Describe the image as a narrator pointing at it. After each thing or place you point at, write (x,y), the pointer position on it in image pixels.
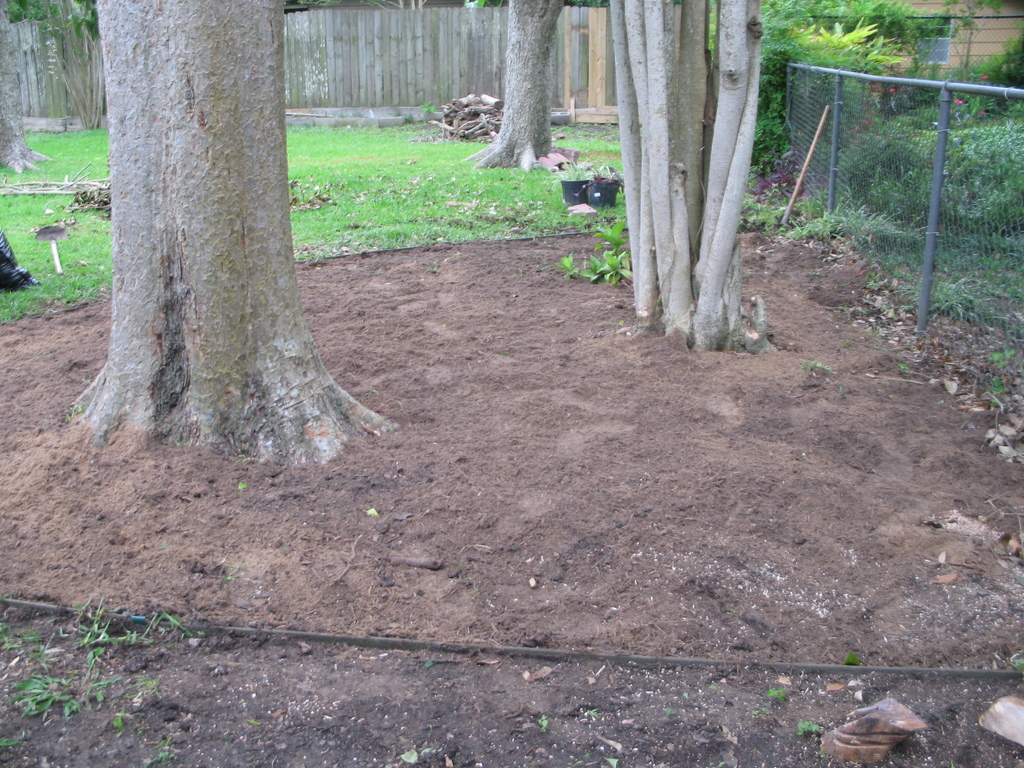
In this image we can see barks (660,81) of a tree (671,87) and grassy land (384,194). Right side of the image (881,174) fencing (901,137) and plants (900,98) are present. Background of the image (293,43) wooden fencing (320,44) is there. Bottom of the image (578,574) land (537,598) is present.
